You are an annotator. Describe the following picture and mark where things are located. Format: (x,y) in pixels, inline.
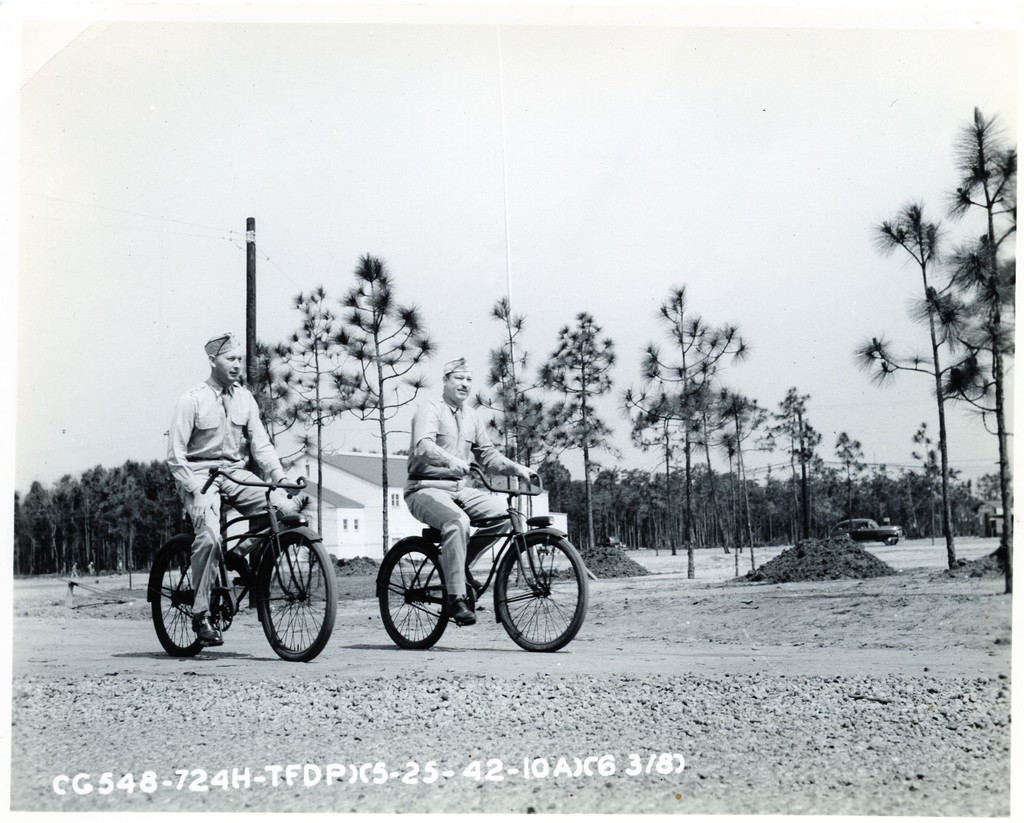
In this image I can see two people (448,384) cycling their cycle (266,496). In the background (96,546) I can see number of trees (749,520) and a pole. Here I can see a building (348,491).
